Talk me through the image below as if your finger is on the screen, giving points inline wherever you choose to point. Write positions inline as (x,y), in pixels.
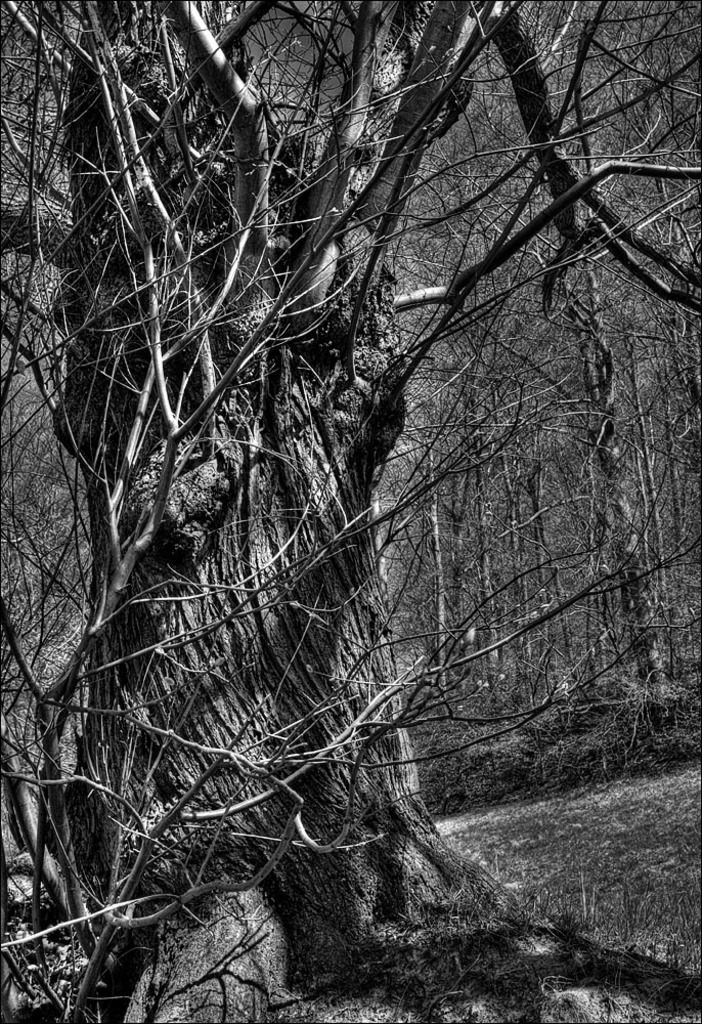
This is a black and white picture, there is a trees (306,624) in the front (225,358) on the grassland (615,826) and behind there are many trees (587,472).
